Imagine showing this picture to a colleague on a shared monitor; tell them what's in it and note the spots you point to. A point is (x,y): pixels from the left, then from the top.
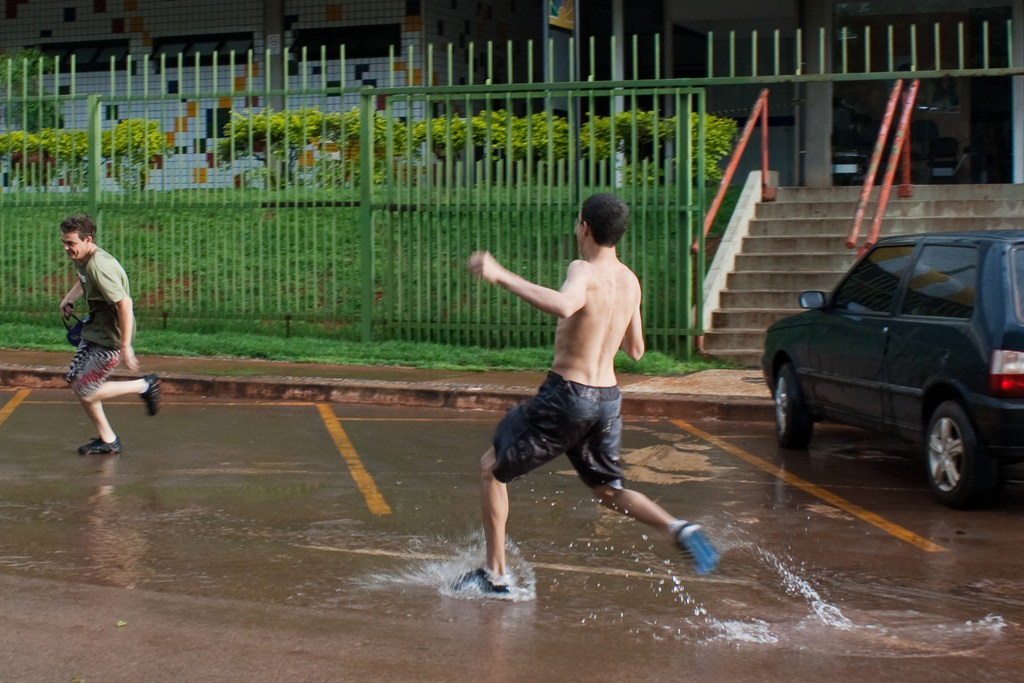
In this image we can see two men (543,422) are running on the road (284,617). In the background (309,214), we can see fence (540,210), grass (150,238), plants (70,154), railing (768,151), stairs (799,255) and building (697,69). There is a car (932,379) on the right side of the image (924,386). We can see water (416,583) on the road (293,543).
